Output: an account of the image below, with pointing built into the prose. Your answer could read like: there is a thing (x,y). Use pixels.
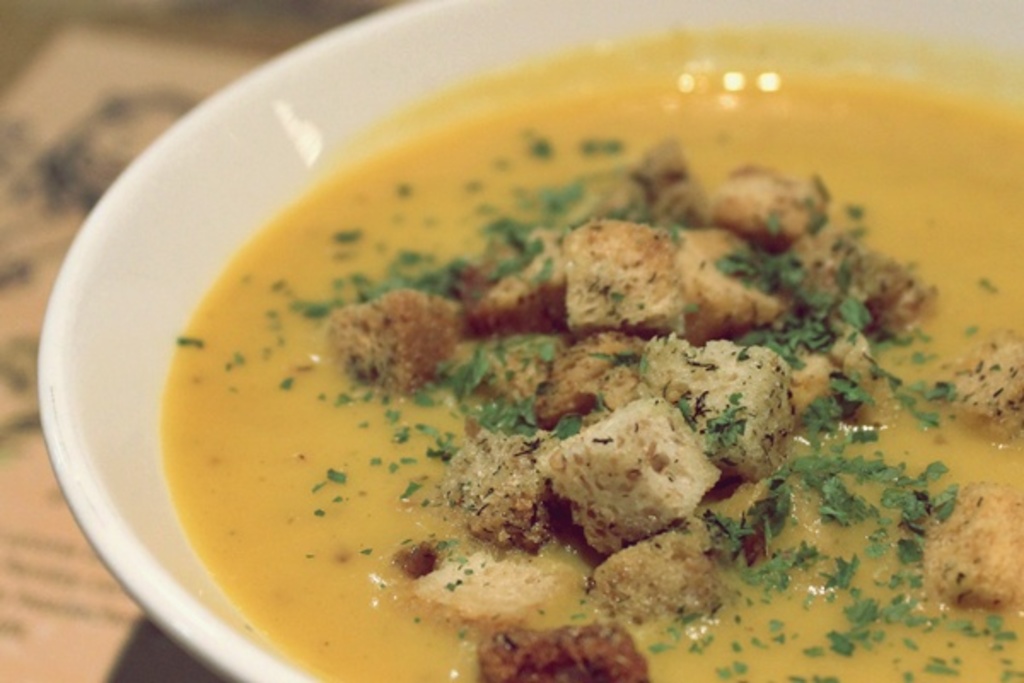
In this image in the foreground (378,549) there is one bowl (211,188), in the bowl (208,121) there is some food (470,224) and in the background (46,483) there is some object (98,615).
